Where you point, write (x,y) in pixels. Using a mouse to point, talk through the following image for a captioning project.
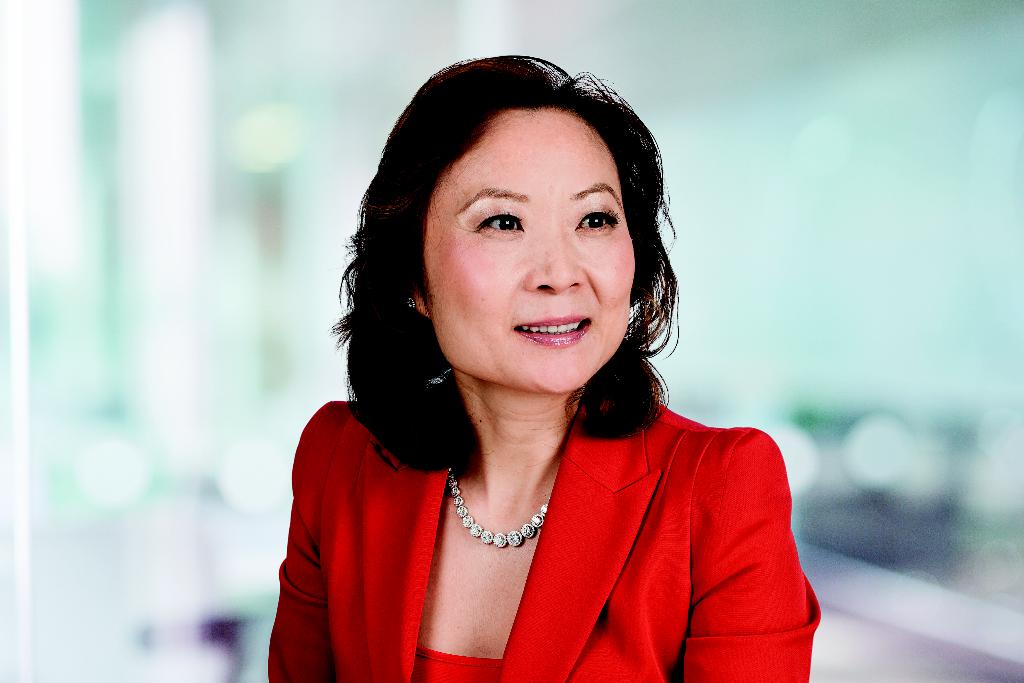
In this image I can see a woman (585,321) is looking at the right side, she is wearing red color coat (590,536).
